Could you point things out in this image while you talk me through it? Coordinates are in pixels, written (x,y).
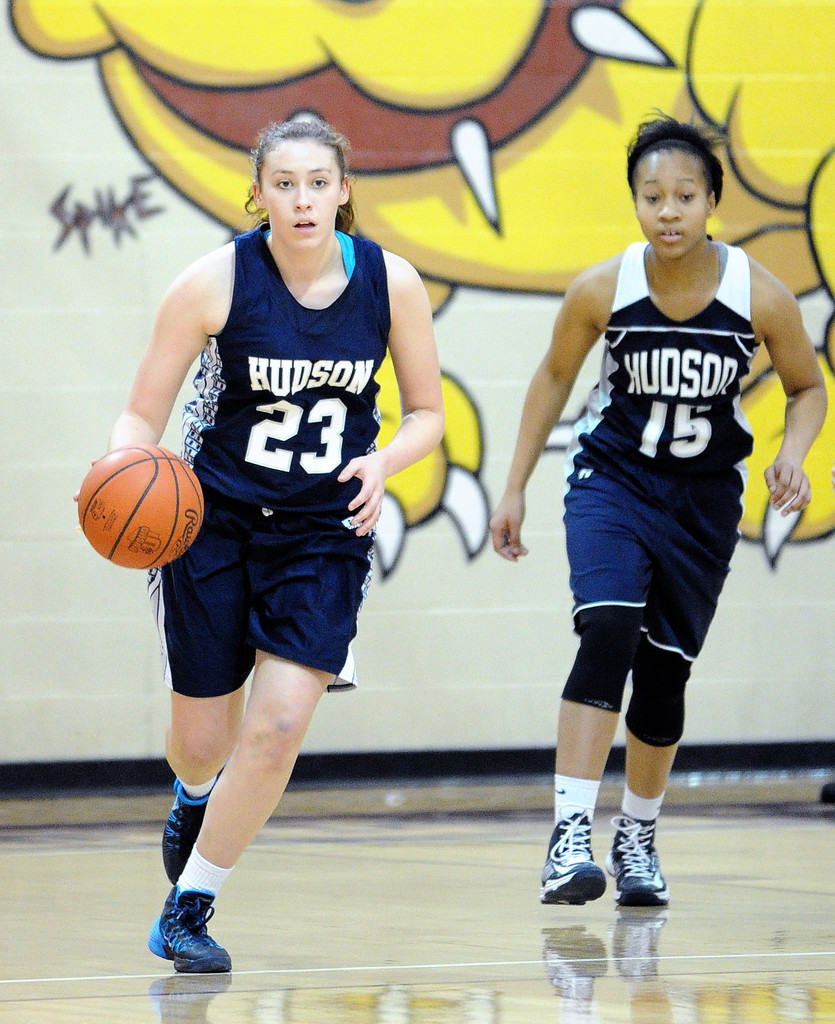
In the image there are two women (312,232) in navy blue dress (646,490) and shoes (173,903) playing basketball and behind them there is a dog painting (503,95) on the wall (72,326).
